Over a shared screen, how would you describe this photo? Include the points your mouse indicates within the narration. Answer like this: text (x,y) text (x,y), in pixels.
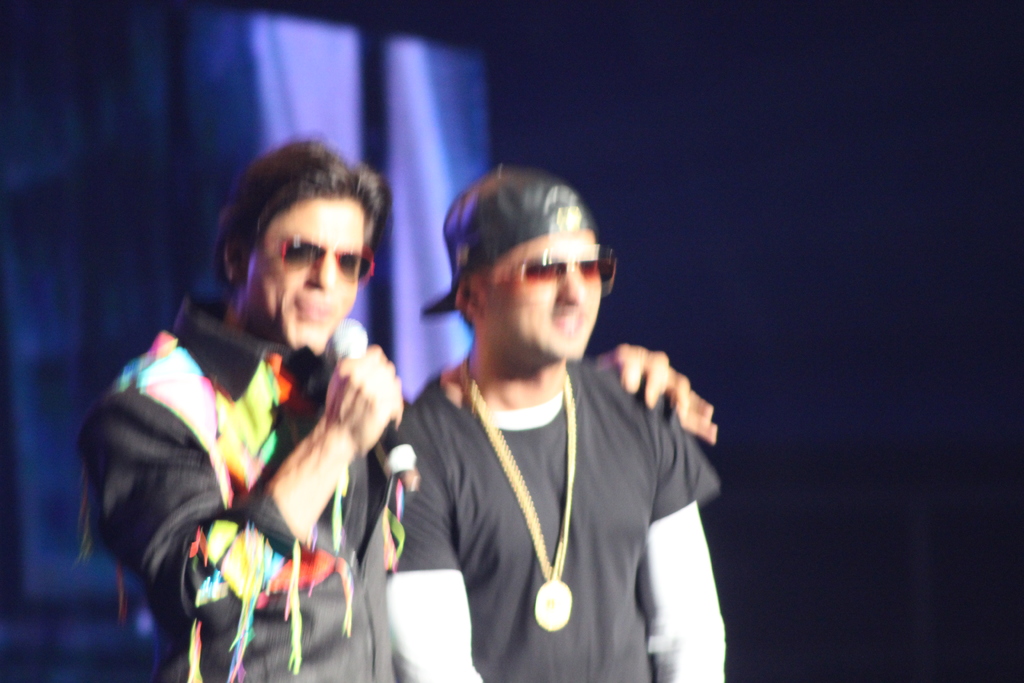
In the picture we can see two men (538,463) wearing black color dress (418,505) standing on stage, wearing glasses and in the background of the image (606,321) there is dark view.
